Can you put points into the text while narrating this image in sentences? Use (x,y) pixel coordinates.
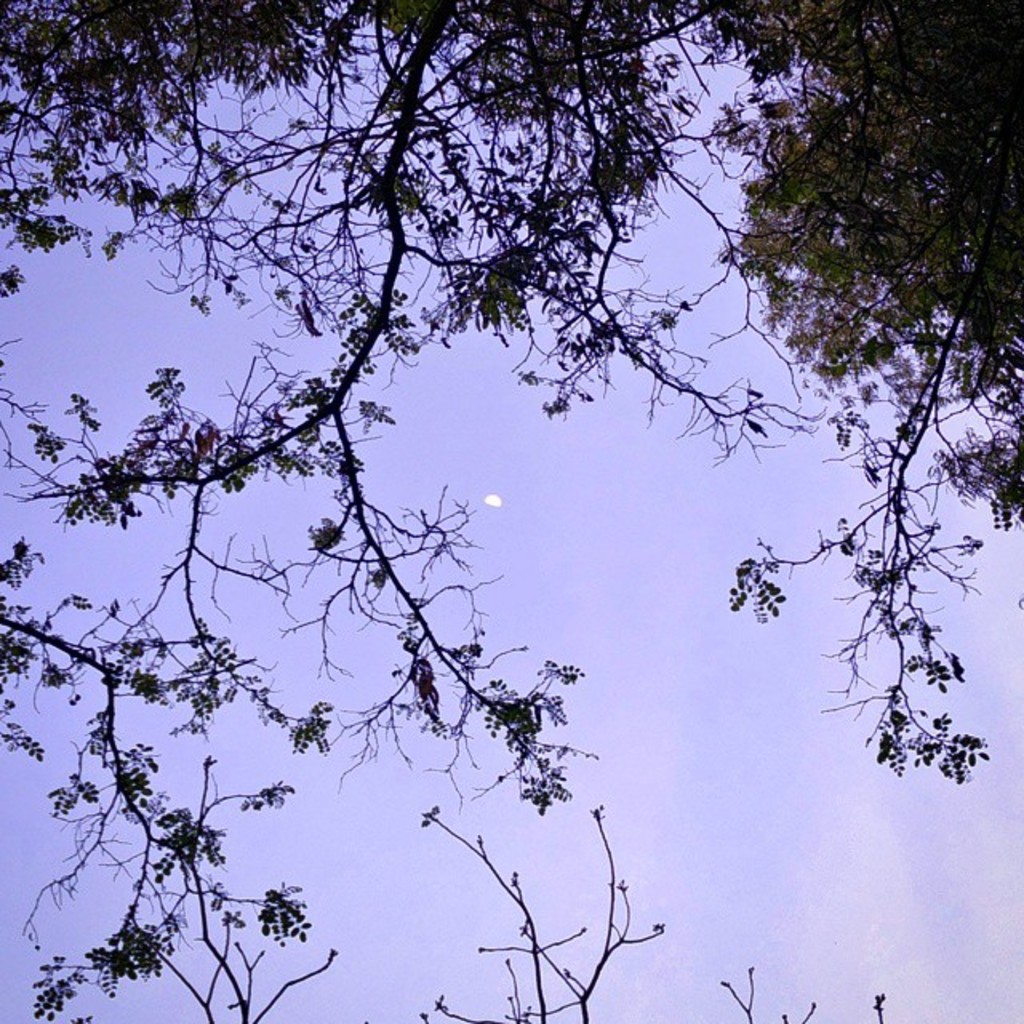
In the picture we can see a part of a tree (960,277), from it we can see the sky (955,504) with the moon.
